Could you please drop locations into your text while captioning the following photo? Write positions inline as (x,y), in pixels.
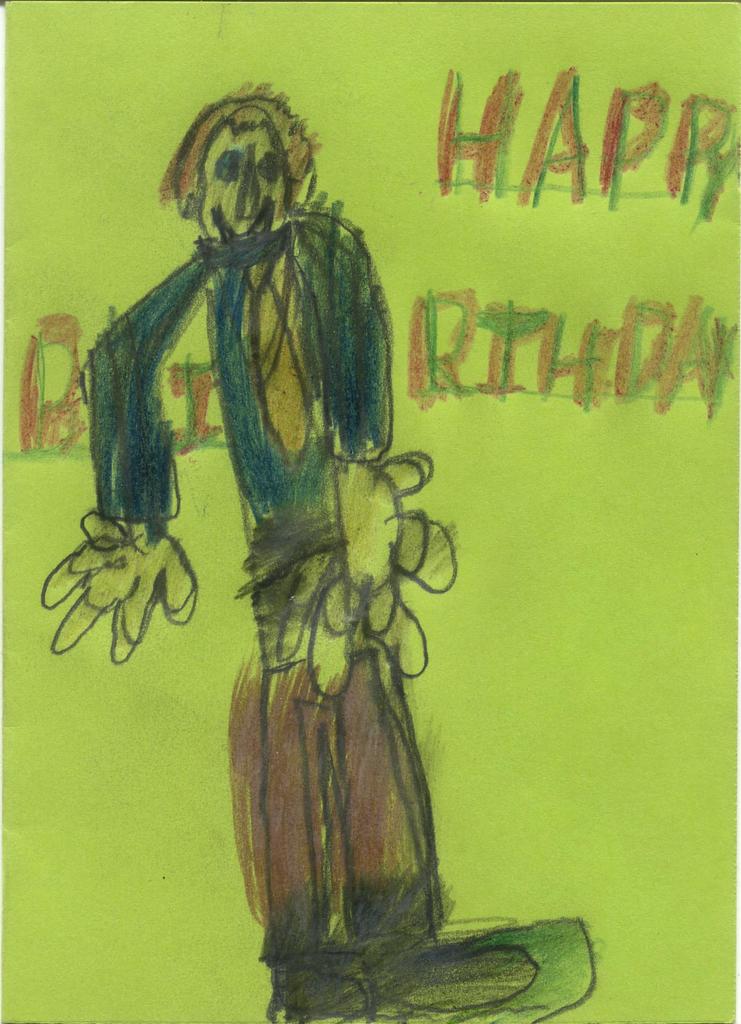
In this picture there is a sketch (225,195) of a person (363,882) and there is text (713,129) on the paper (597,611).
